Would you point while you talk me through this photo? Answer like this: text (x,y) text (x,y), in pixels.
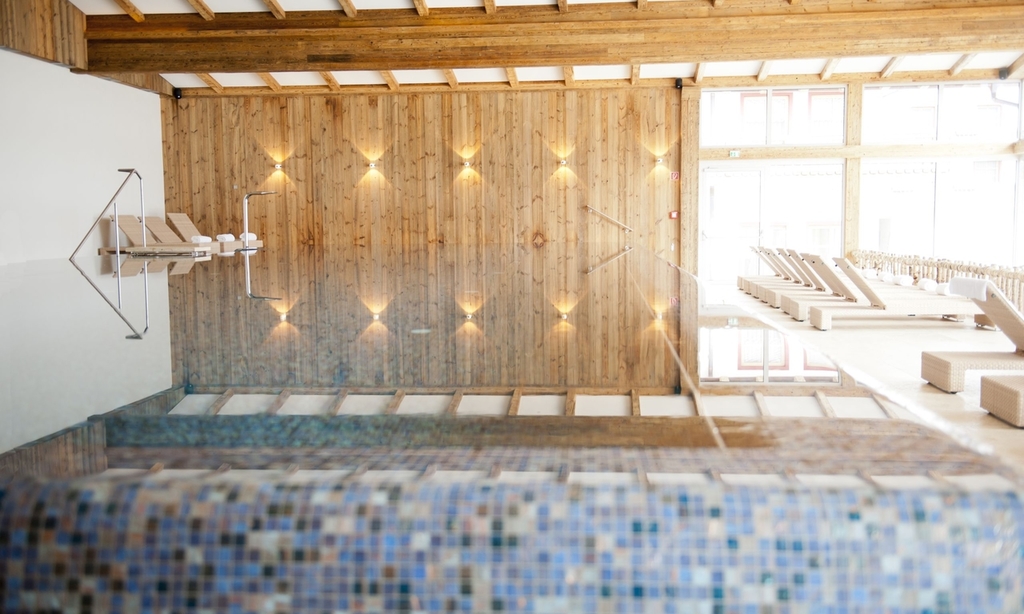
In the picture I can see a white color wall (163,384) and wooden objects (516,297). I can also see some objects (204,247) attached to a white color wall (165,287).
